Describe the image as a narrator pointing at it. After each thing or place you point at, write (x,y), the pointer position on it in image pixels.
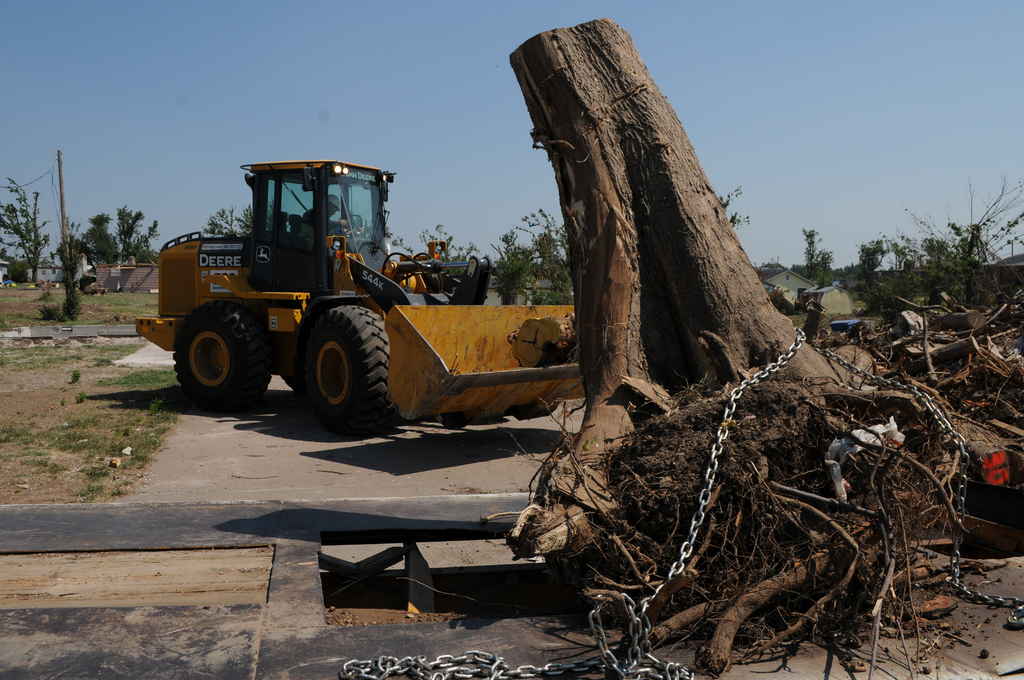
In this image we can see a vehicle (327,320) on the ground (381,443), in front of the vehicle (477,376) we can see a tree trunk (641,147) with chain (709,478). In the background (135,263), we can see the houses (55,278), trees (77,285) and sky (341,59).
